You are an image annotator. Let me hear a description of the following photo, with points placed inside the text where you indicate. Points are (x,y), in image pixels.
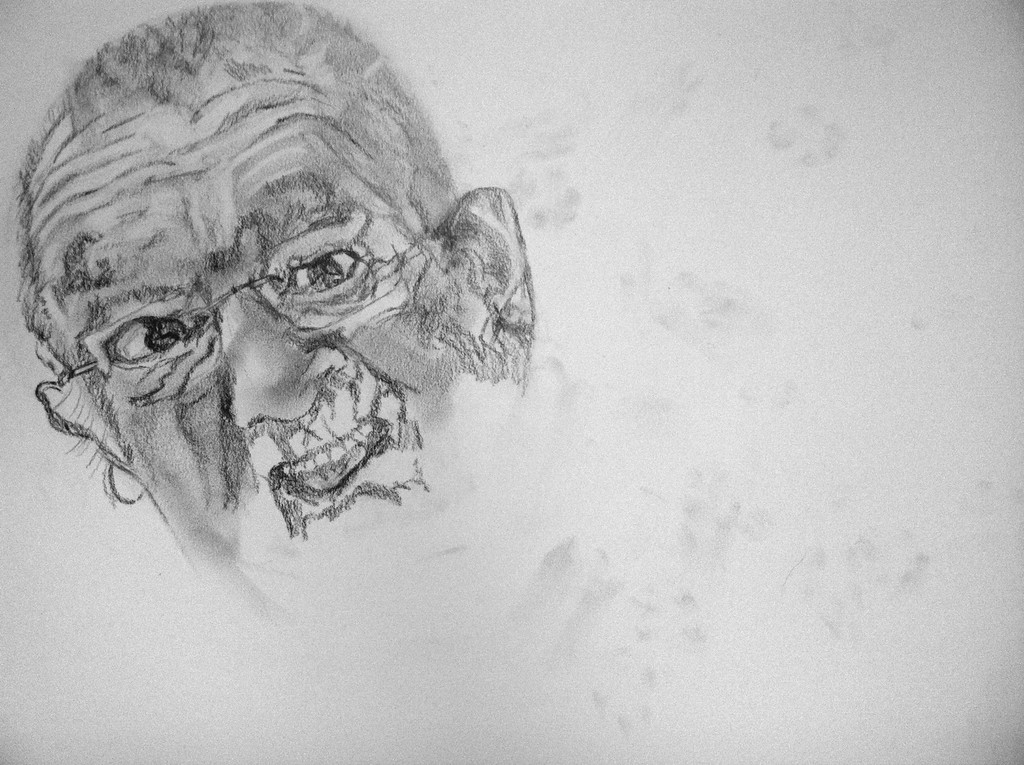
The picture is a drawing, towards left (206,430) we can see the drawing of a person's face (315,373).
